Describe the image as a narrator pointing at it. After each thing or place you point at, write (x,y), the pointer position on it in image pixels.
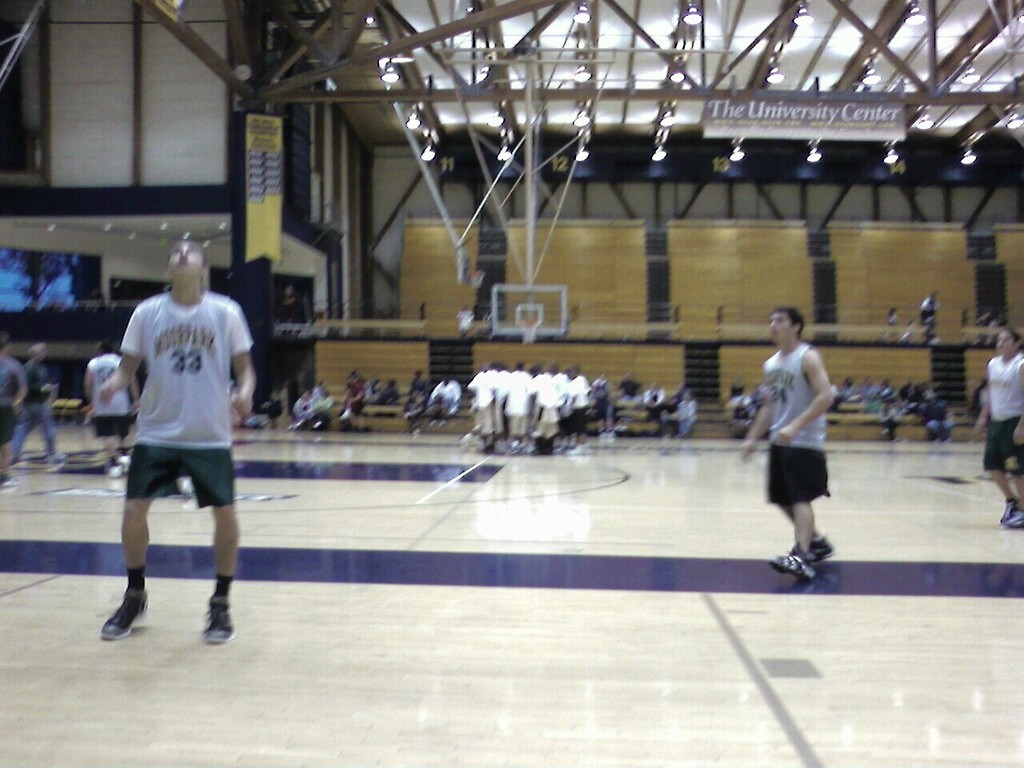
In this image, there are some persons (224,471) standing and wearing clothes (206,477). There are some lights (684,15) at the top of the image (578,19).
